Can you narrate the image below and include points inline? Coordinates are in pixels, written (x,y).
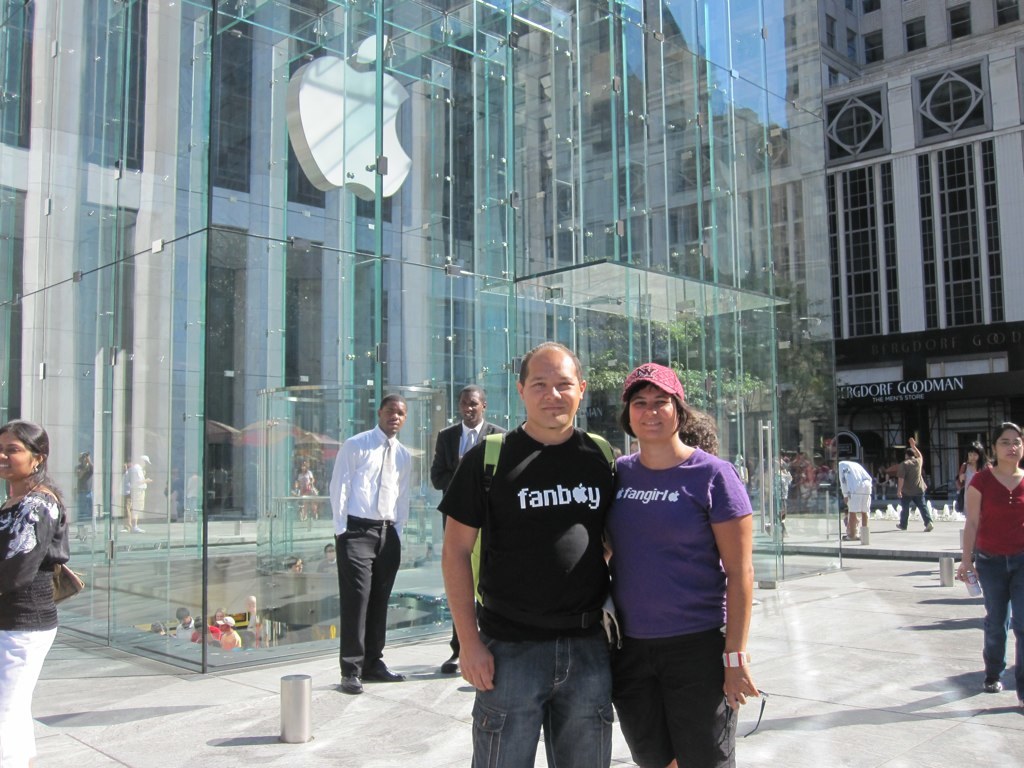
In front of the picture, we see a man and the women (667,604) are standing. They are smiling and they are posing for the photo. Behind them, we see two men (401,474) are standing. Behind them, we see a glass building (132,447). On the left side (21,676), we see a woman (21,497) is standing and she is smiling. On the right side (983,584), we see two women (994,541) are standing. Beside them, we see the people (844,482) walking on the pavement (890,532). On the right side (1002,60), we see a building (941,194) in white and black color. We see some text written on the black color board (1017,385). There are trees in the background (803,360).
